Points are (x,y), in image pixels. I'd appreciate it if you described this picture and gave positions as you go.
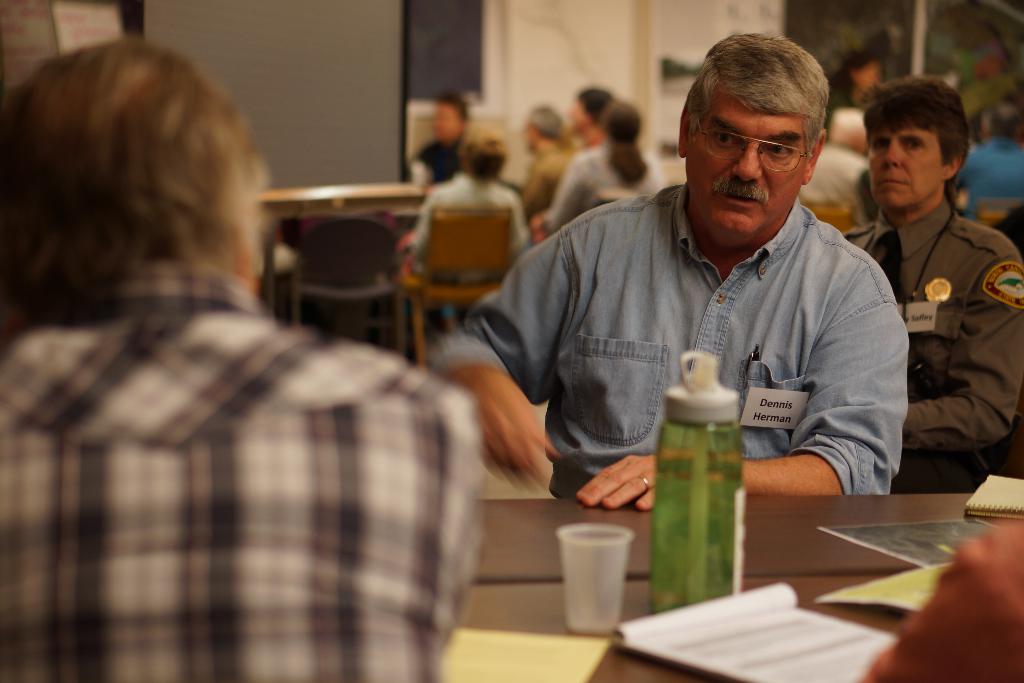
In this picture there is a table (562,605) at the bottom side of the image (702,557), on which there are papers (726,610), bottle (653,593), glass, and a book (698,645) and there are people (401,610) those who are sitting around the table (615,647) and there are other people (631,127) and windows (459,43) in the background area of the image (847,11).
